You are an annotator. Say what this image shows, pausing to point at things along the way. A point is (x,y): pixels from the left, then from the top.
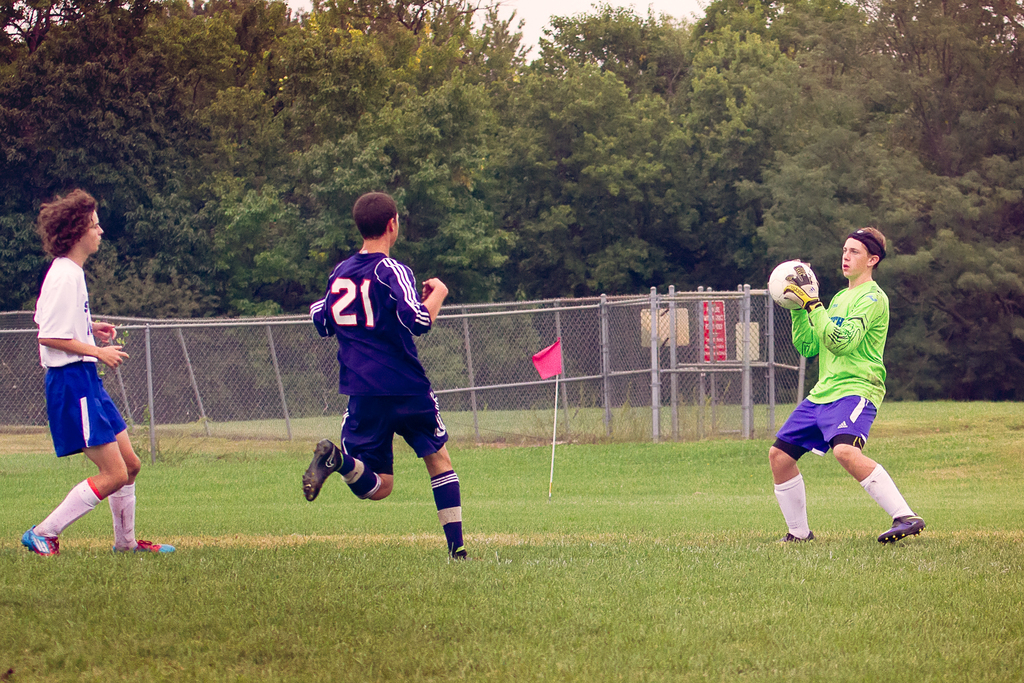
In this image I can see three people (795,297) standing. The person (795,291) is holding white color ball (785,277). We can see a pink flag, fencing (697,336), signboards (706,323), trees (557,174).
